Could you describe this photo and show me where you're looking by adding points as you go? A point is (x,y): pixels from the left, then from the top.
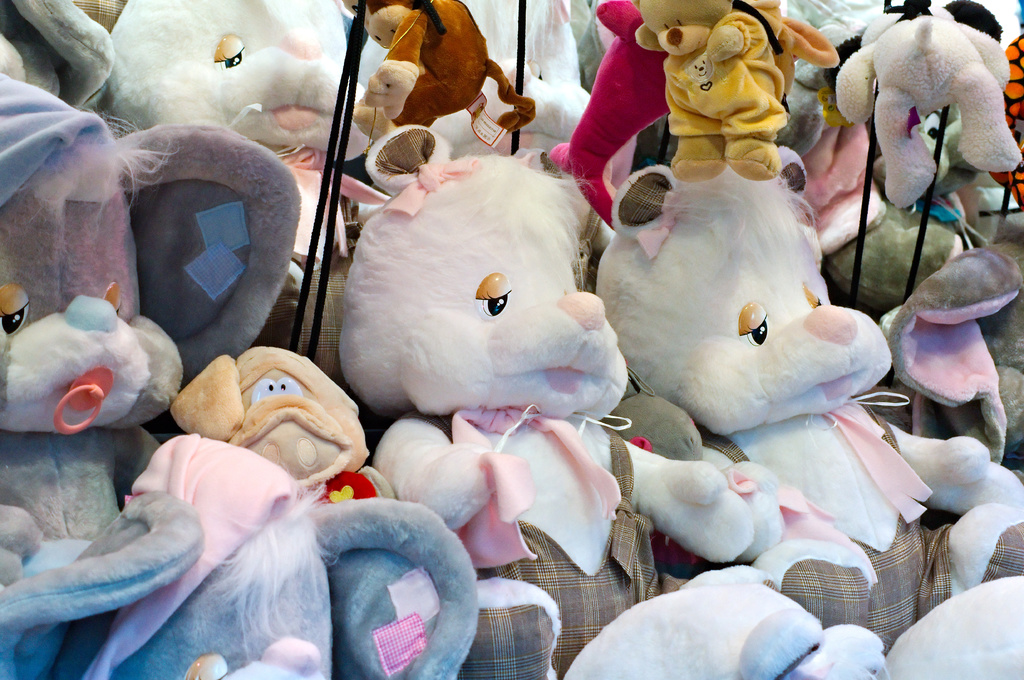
In this image I see number of soft toys (358,192) which are of white, grey, cream, orange, pink and yellow in color and I see clothes (511,502) on them and I see the black color ropes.
